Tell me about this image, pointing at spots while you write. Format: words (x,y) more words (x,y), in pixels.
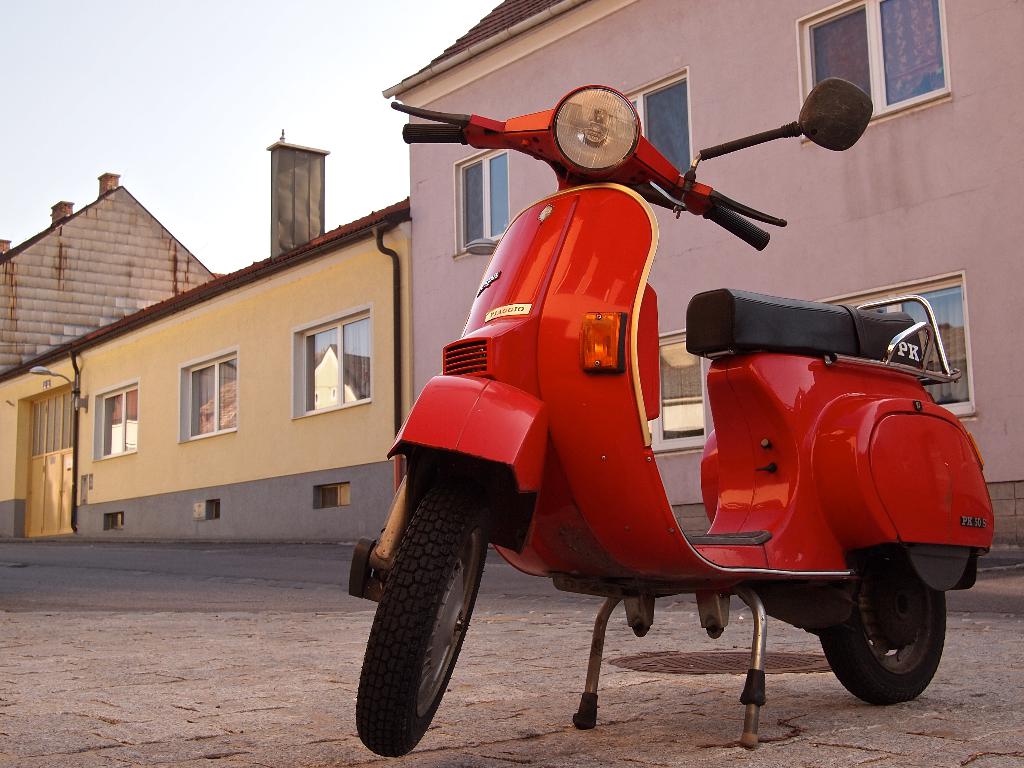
In this picture we can see a motorcycle (421,644) on the ground (786,739) and in the background (188,533) we can see buildings (188,533) and the sky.
